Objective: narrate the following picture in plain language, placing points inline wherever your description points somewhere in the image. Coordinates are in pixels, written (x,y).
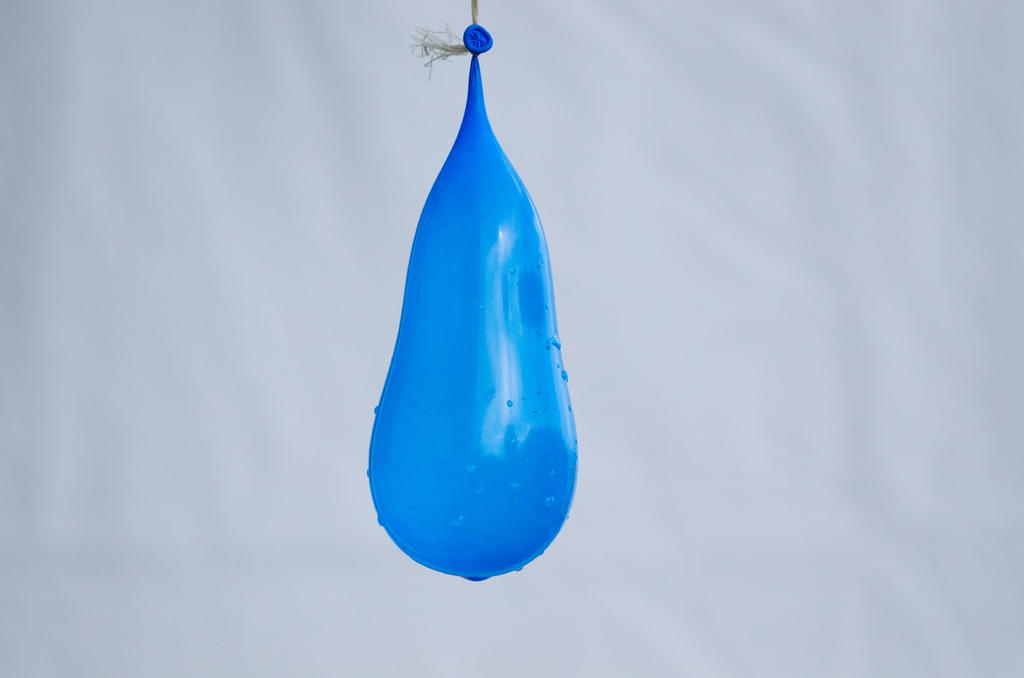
Background (653,657) portion of the picture is in white color. In this picture we can see a balloon (483,576) tied with the help of a thread (448,40) and we can see water droplets (563,374) on a blue balloon (534,447).
